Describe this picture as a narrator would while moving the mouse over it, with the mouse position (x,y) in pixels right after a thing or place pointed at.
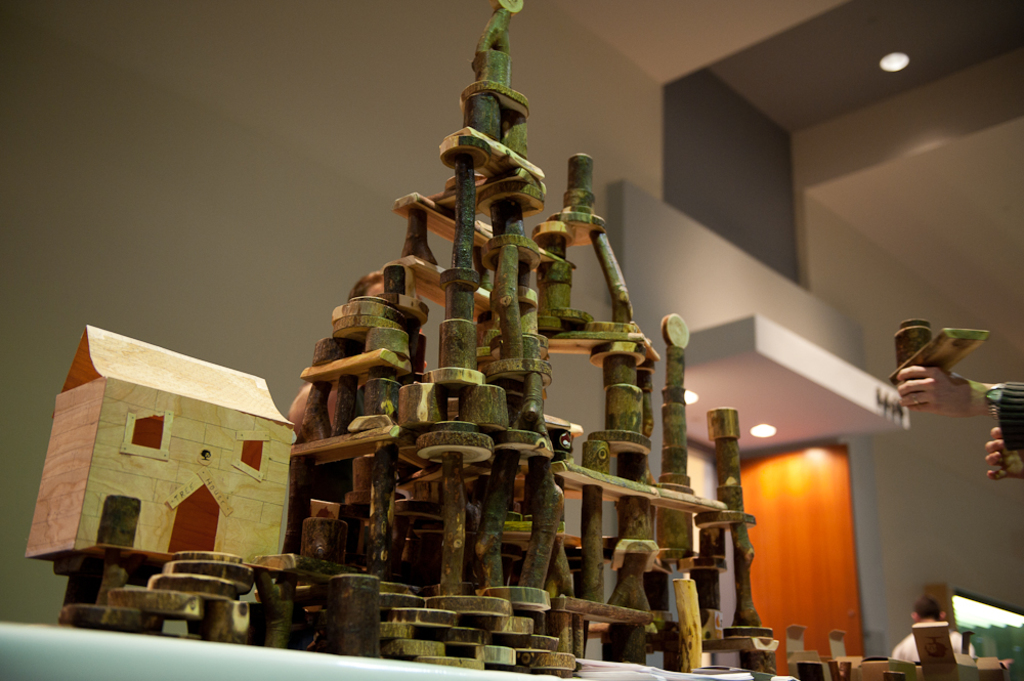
In the foreground of this image (490,491), there is a wooden structure (502,594) on a table (291,650). On the right (1002,408), there is a person's hand (957,378) holding an object (927,357). In the background (939,639), there are few objects (927,644), a man (923,614), lights (773,428), wall (229,277) and the ceiling (879,76).
